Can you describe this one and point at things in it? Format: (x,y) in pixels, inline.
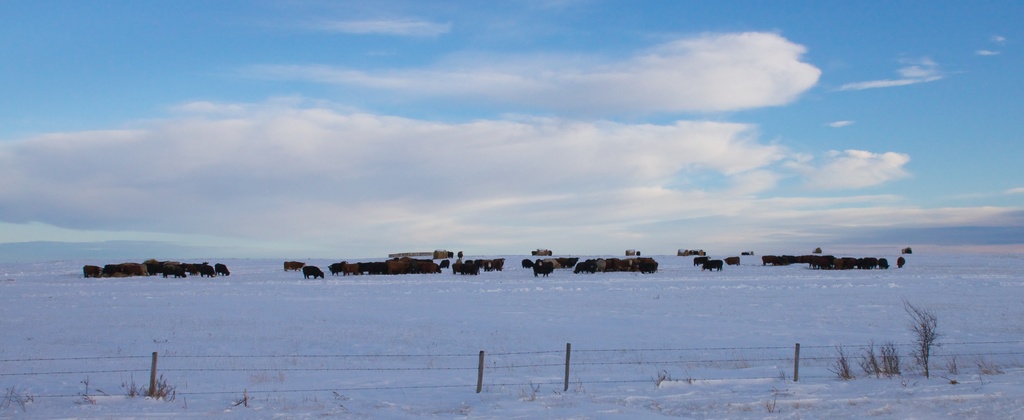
In this picture we can see fencing (359,390) in the front (383,369), at the bottom (380,366) there is snow (352,329), there are group of animals (810,255) in the middle (422,271), there is the sky (456,83) and clouds (450,83) at the top of the picture (439,83).
